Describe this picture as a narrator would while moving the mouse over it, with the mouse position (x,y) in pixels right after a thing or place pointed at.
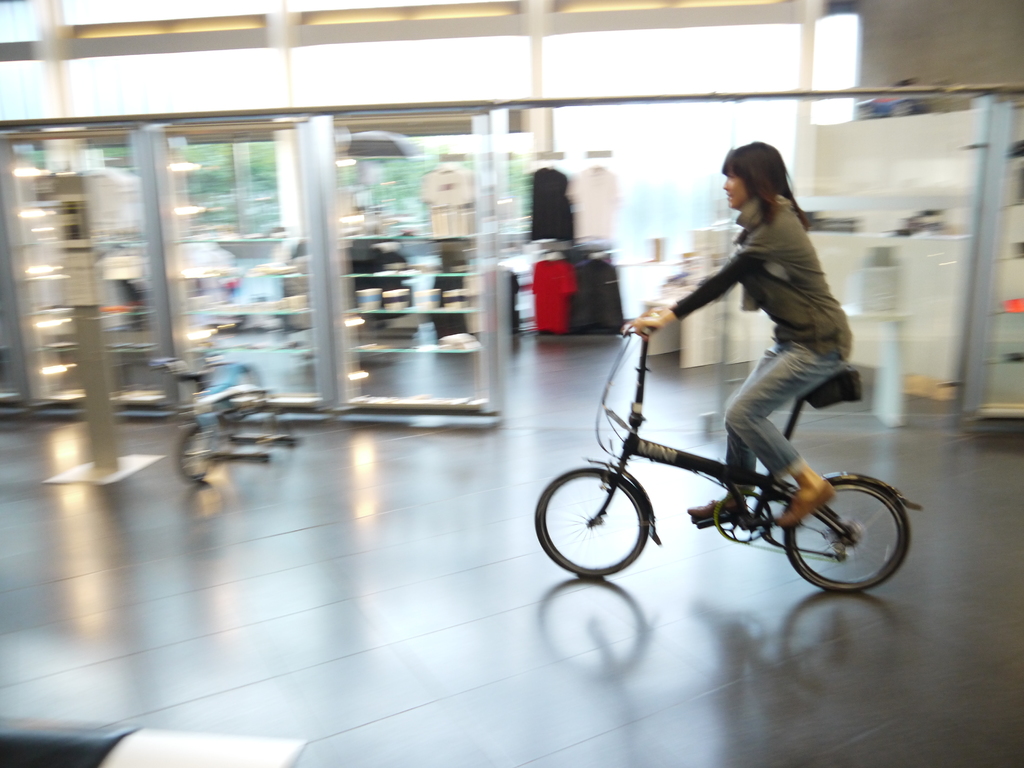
In the image there is a woman (766,359) riding a bicycle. In background (351,251) there are some shelves (241,259) and some t shirts (591,225) and shirts (599,303) and roof (364,35) is on top (352,32).
